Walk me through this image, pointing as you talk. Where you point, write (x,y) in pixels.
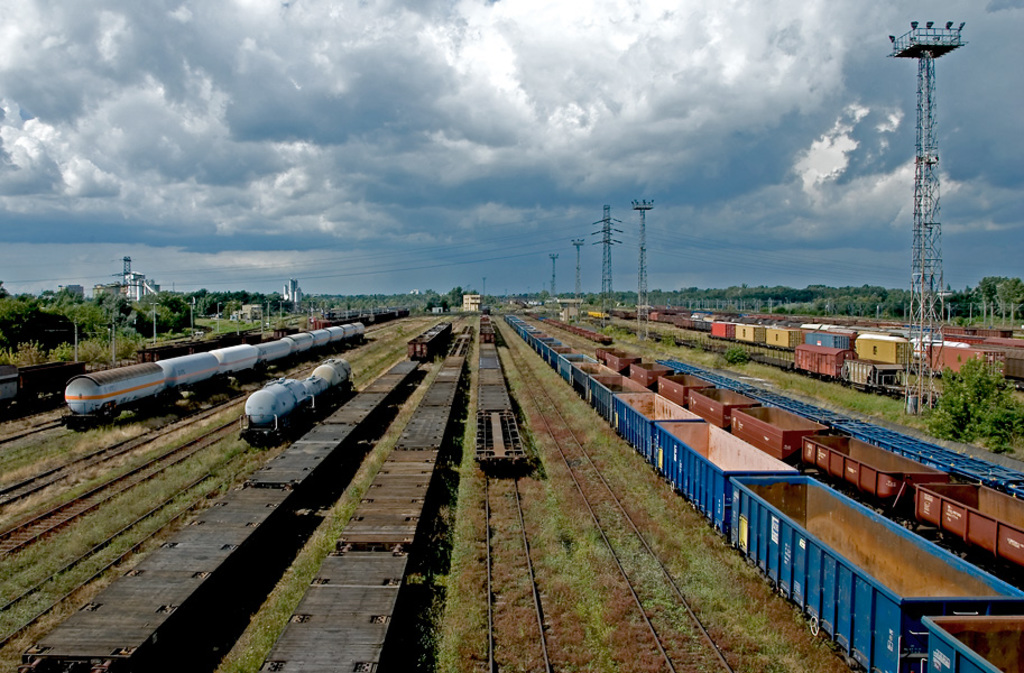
This picture is consists of trains (303,453) in the image and there are towers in the image, there are trees (894,305) and buildings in the background area of the image (1015,302), there is grassland (649,331) in between tracks (45,424).
